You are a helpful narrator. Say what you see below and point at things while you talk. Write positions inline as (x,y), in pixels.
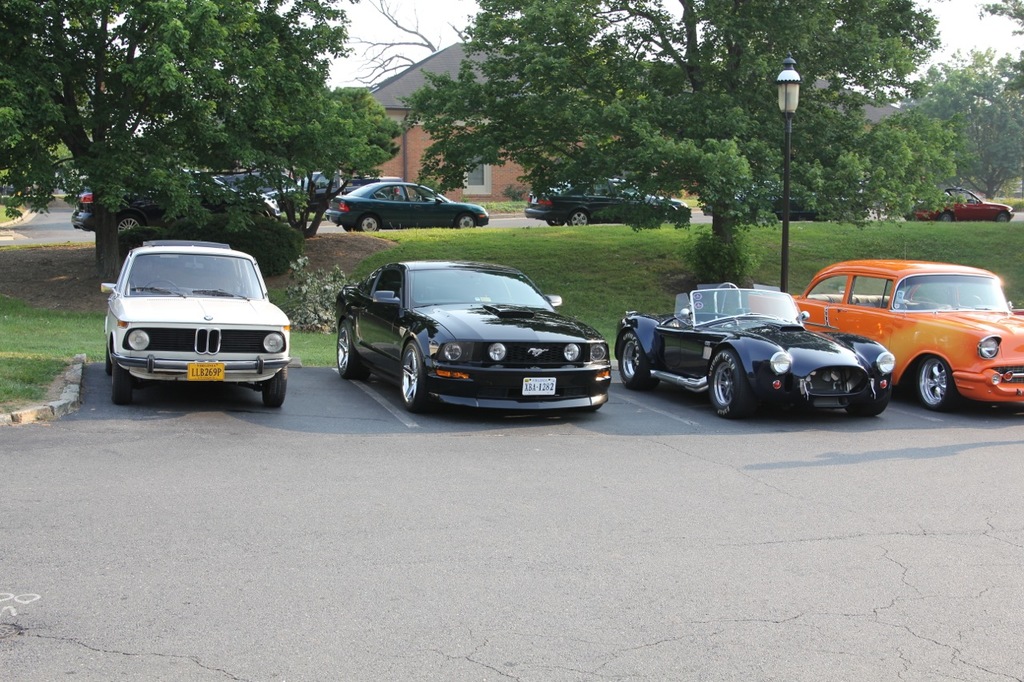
In this picture we can see few cars (569,369) on the road (671,515), beside to the cars (860,276) we can find a light (781,103), metal rod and trees (563,179), in the background (393,164) we can see a house (404,107).
